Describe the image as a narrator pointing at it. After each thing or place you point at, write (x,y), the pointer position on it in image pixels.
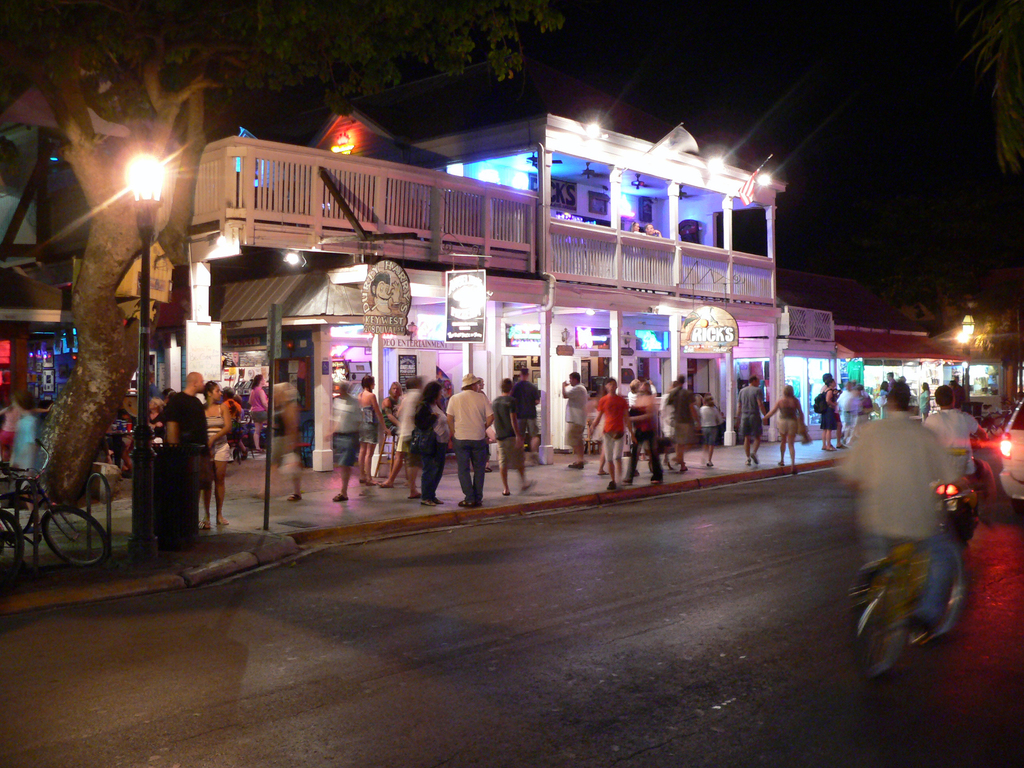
In this picture we can see some vehicles (889,590) on the path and on the left side (298,442) vehicles (61,509) there are groups of people (171,444), poles (145,383) with lights (144,184), dustbin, trees (116,38) and a building (386,217). Behind the building (231,193) there is a dark background (780,61).
